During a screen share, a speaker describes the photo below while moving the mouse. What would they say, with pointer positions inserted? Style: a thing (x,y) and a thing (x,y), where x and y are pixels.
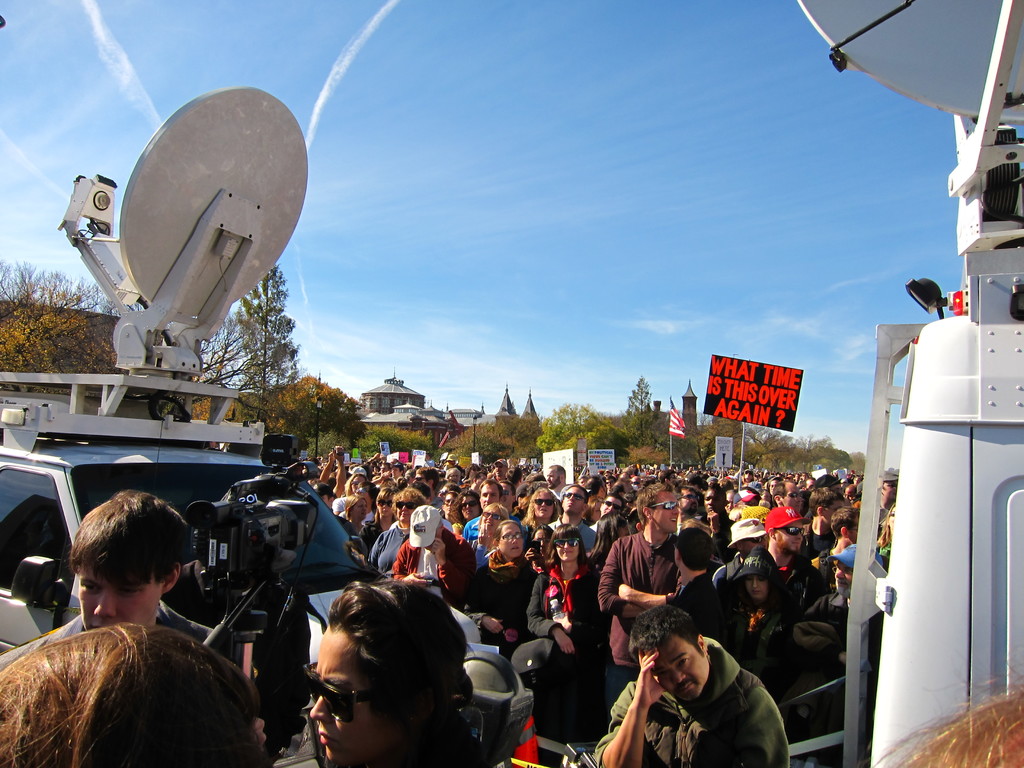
This picture is clicked outside the city. At the bottom of the picture (644,538), we see people (477,602) are standing on the road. We see a man (143,614) in grey shirt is standing. Beside him, we see a camera stand (223,541). Behind him, we see a car (326,587) which is parked on the road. We see people (711,519) are holding boards (734,418) with some text (724,447) written on it. There are trees (494,433) and buildings (410,398) in the background (63,338). On the right side (929,463), we see a white color vehicle (902,497). At the top of the picture (477,130), we see the sky (487,141), which is blue in color.
